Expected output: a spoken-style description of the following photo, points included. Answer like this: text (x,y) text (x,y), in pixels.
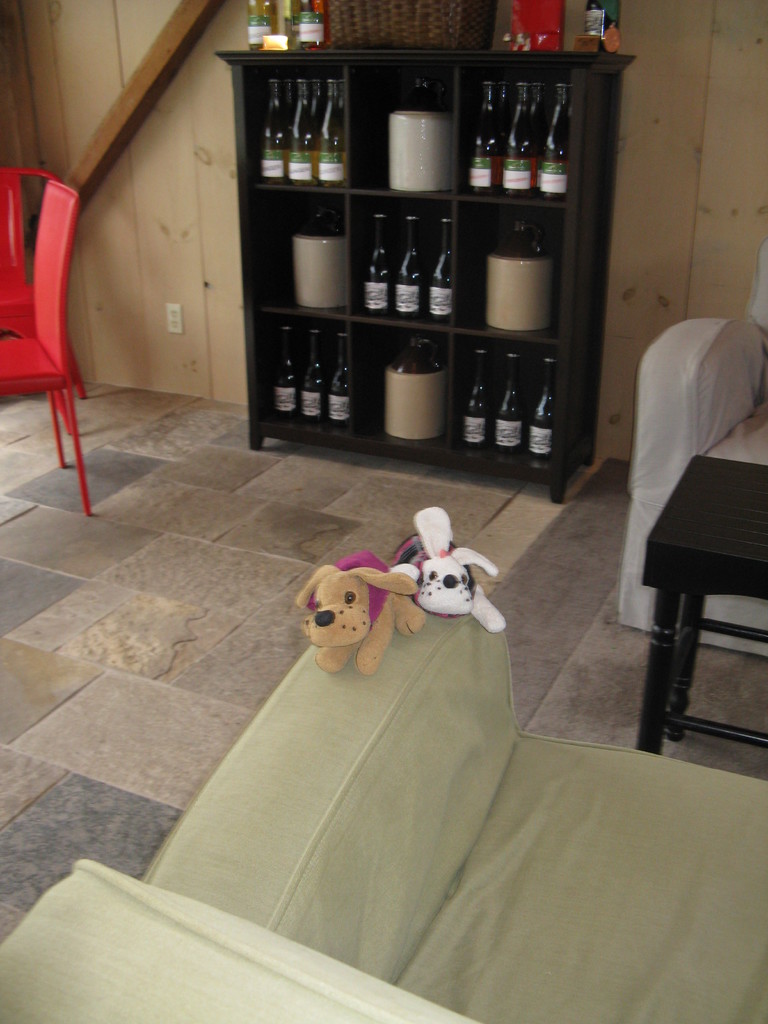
In the image there are teddy bears (370,608) on sofa (502,821) and on to the wall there are shelves (382,190) with wine bottles (477,157) in it and there are chairs (748,458) on right (734,456) and left side of the room (68,286).
